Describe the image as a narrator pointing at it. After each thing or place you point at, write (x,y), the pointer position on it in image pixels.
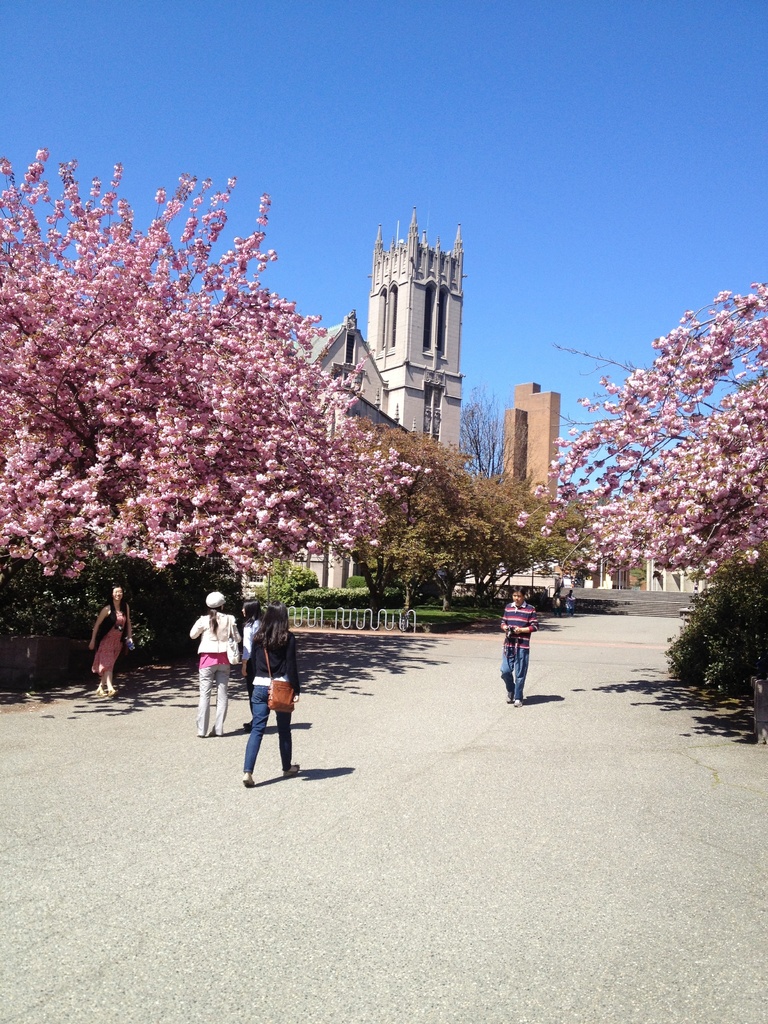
In this picture we can see five persons (264,673) are walking, on the left side (151,516) and right side (653,488) there are trees (717,531), in the background (525,449) we can see buildings (358,330), grass (411,615) and trees (468,522), there is the sky (429,190) at the top of the picture (370,122).
